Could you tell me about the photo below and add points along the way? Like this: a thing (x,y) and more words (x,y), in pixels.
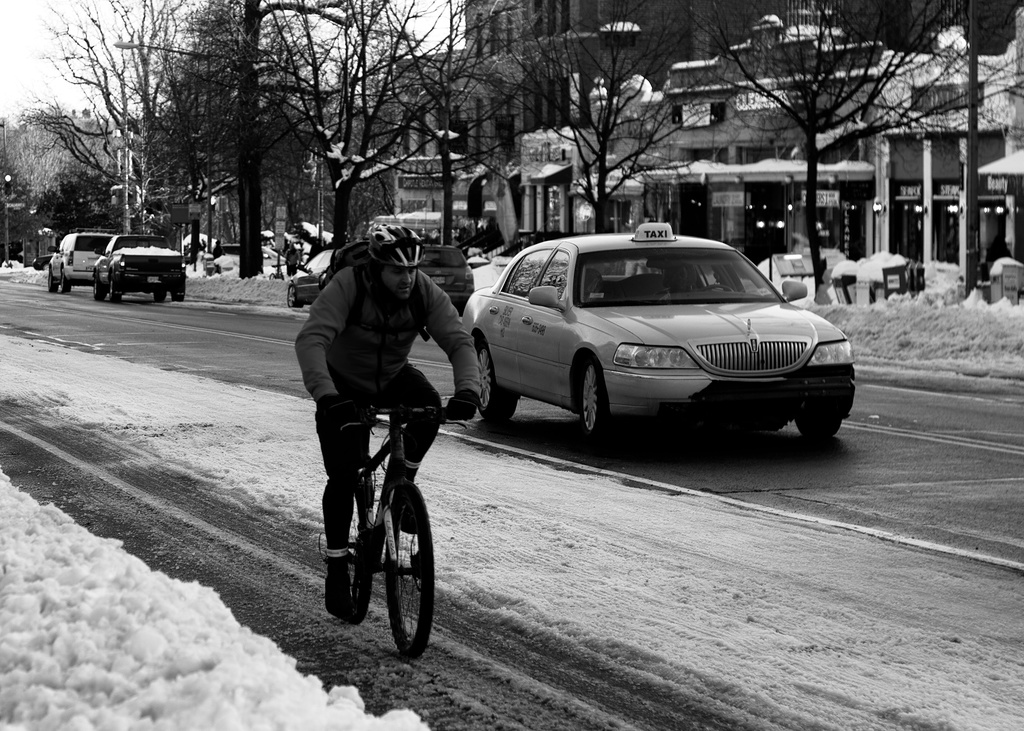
As we can see in the image there is a sky (18,79), dry trees (578,84), buildings (711,72), few cars (711,237) on road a man (411,294) is riding bicycle (395,545) in the front (359,447).
